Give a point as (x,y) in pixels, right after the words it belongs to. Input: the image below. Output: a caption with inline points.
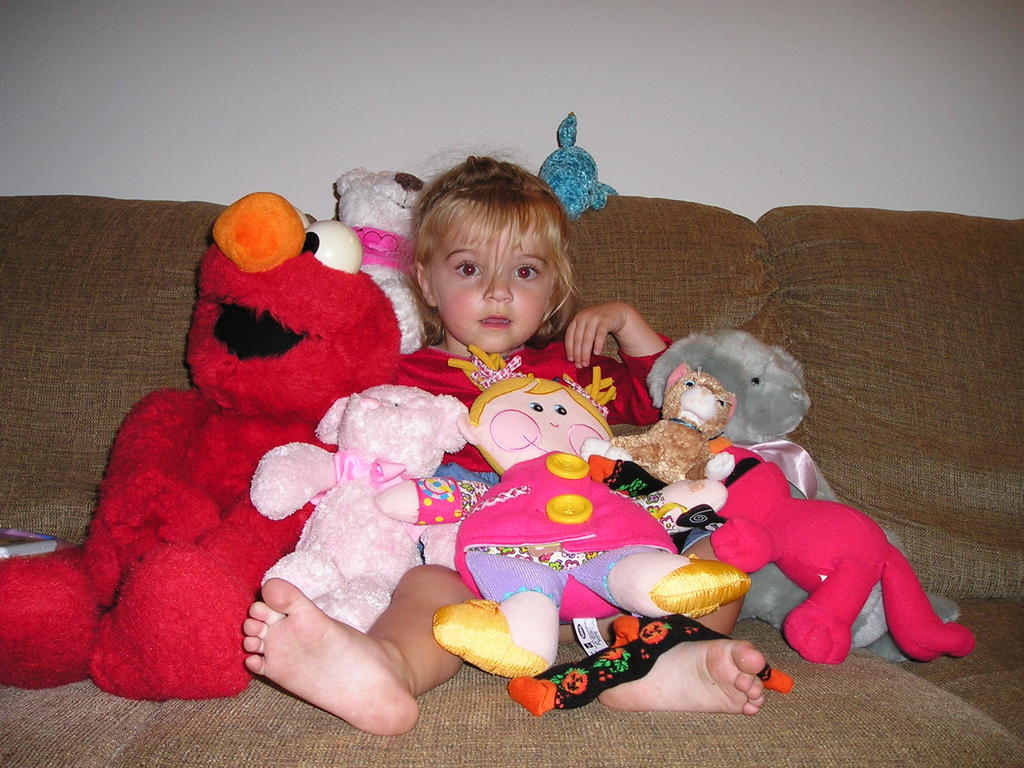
In this picture there is a small girl (414,357) in the center of the image (545,262), on a sofa (167,348) and there are toys (390,441) around her.
